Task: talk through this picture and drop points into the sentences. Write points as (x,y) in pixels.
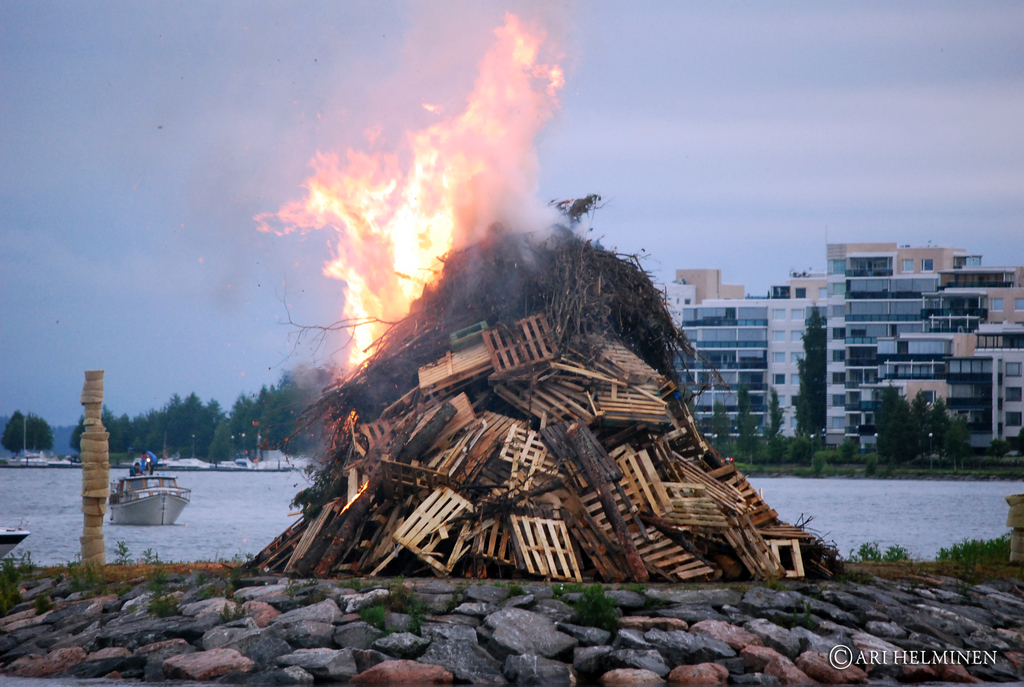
In this picture there are wooden objects (545,351) burning with the fire (343,266). At the bottom (491,624), there are stones (732,619). In the center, there is water (200,510). On the water (164,529), there is a ship (115,519). In the background (134,431), there are buildings (833,406), trees (198,419) and a sky (980,191).
